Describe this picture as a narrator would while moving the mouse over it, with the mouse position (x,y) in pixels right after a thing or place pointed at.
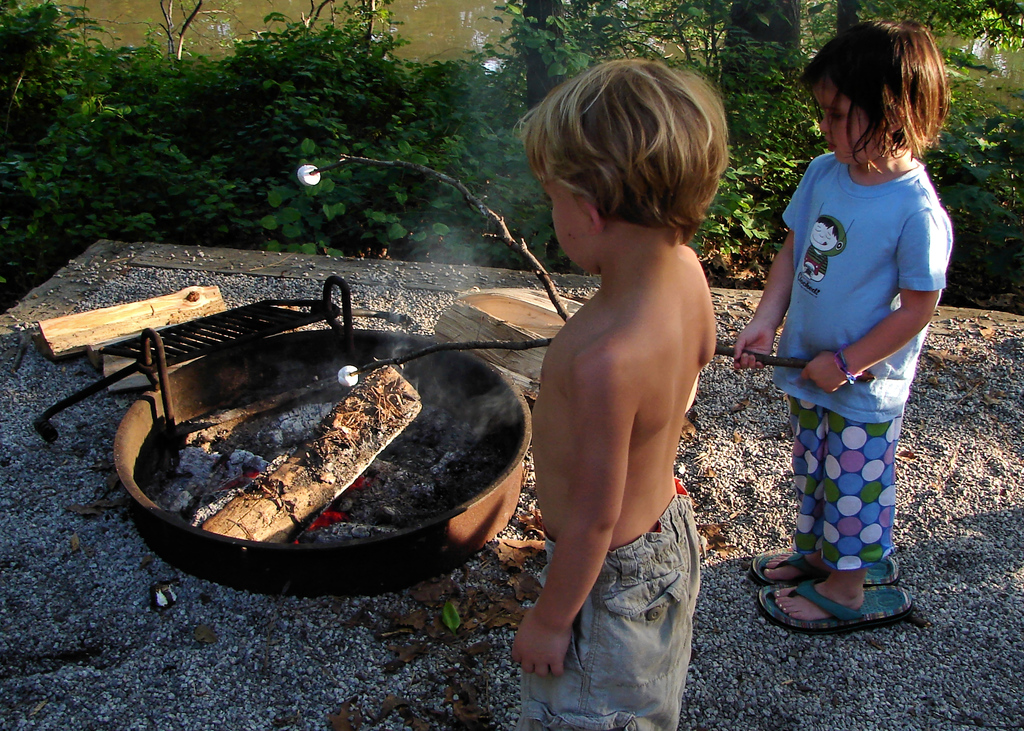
In the picture we can see a boy (690,588) and a girl (862,233) standing near the dish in it, we can see a wood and charcoal (291,411) with some embers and behind it we can see plants (356,90).
